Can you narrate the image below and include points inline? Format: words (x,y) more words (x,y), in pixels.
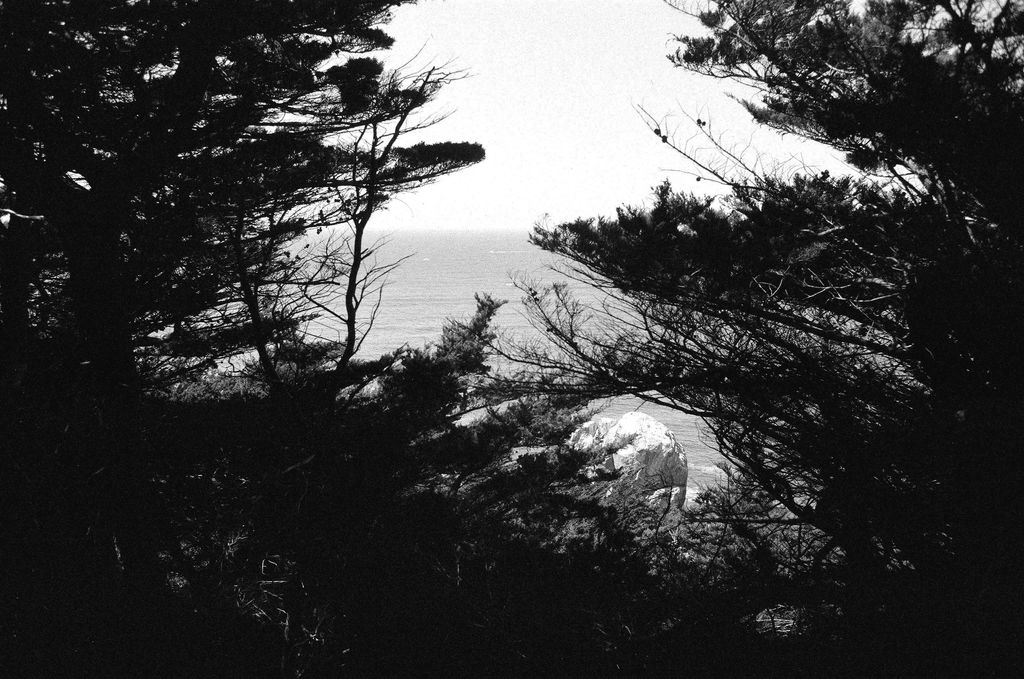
In this picture we can observe trees (705,351) and a stone (603,444) here. In the background (447,270) there is a ocean (474,256) and a sky (557,144). This is a black and white image.
